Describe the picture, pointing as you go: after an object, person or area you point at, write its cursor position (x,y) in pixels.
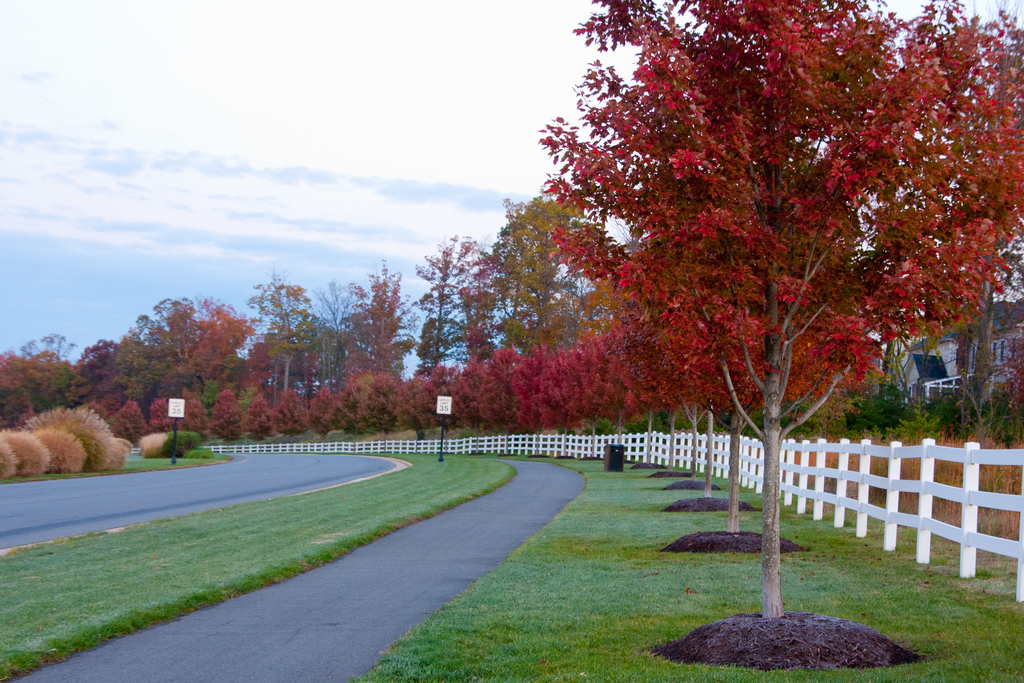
In the foreground of this image (450,630), there are roads (399,625), grassland (504,597), trees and railing (933,527). In the background (163,397), there are few sign boards (174,406), trees (300,362) and the sky (473,129). On the right (927,351), it seems like there is a building (916,372).
